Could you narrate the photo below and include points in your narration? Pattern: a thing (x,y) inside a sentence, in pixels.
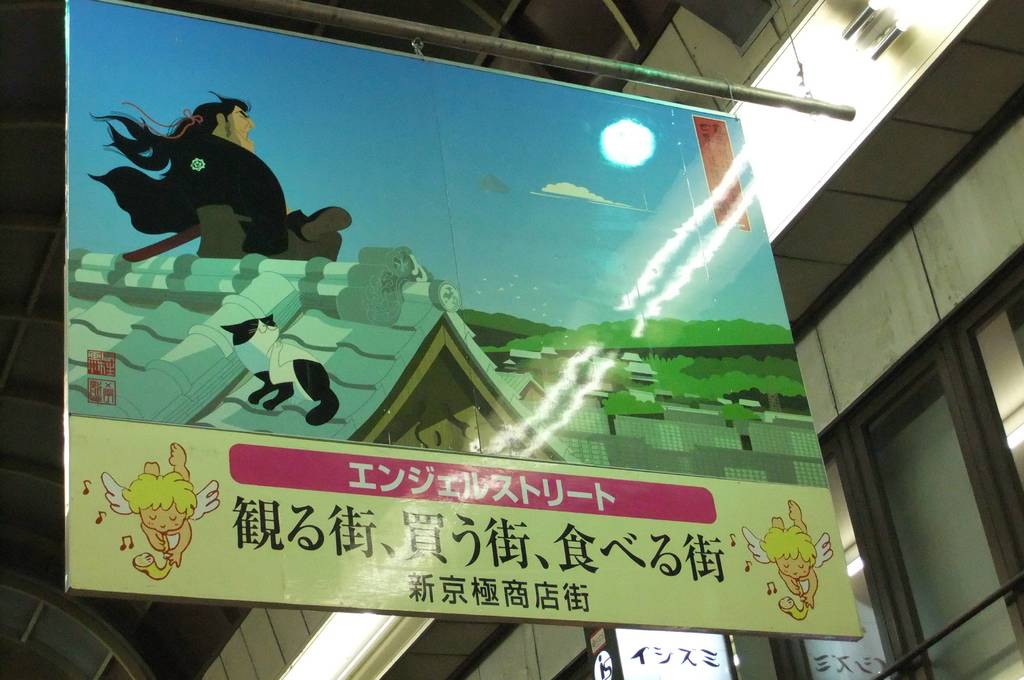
In this picture we can see a board (130,500), rod (665,81), windows (944,640), and in this board (610,164) we can see a man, cat (290,343), house (421,357), sky (524,310).
